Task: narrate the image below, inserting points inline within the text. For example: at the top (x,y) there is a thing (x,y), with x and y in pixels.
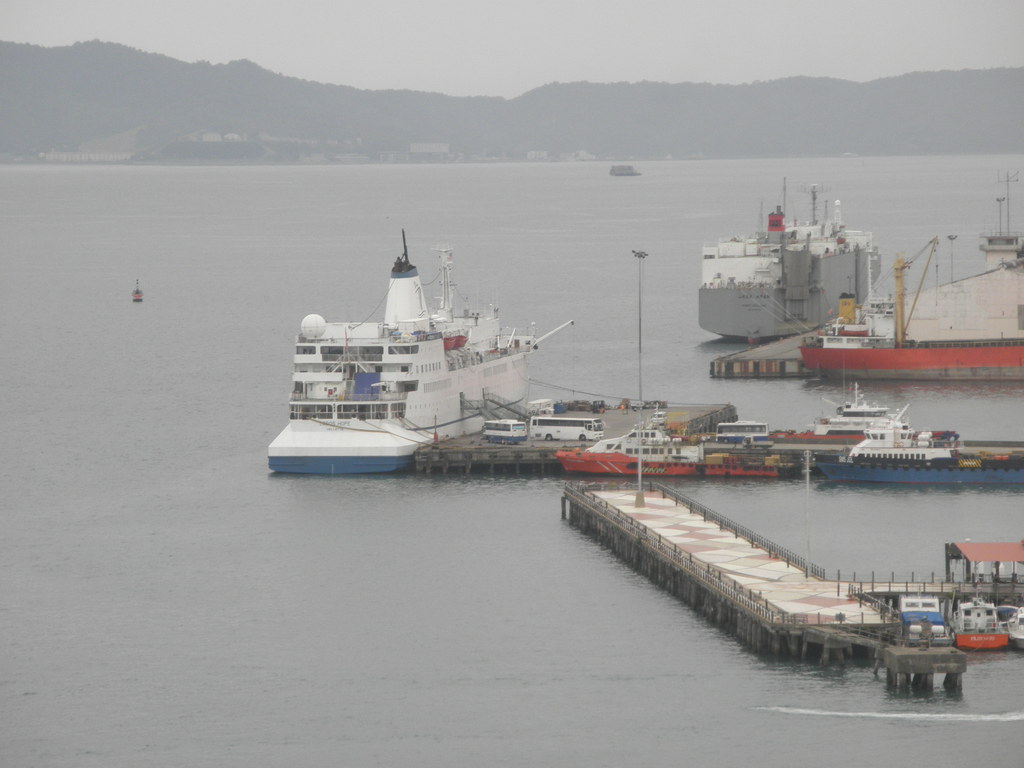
The picture is taken near a shipping harbour (853,600). In the foreground of the picture (440,404) there are ships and docks (687,553). In the foreground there is water (161,297). In the background of the picture (148,108) there are hills (351,153) covered with trees (560,125). Sky (223,25) is cloudy.
